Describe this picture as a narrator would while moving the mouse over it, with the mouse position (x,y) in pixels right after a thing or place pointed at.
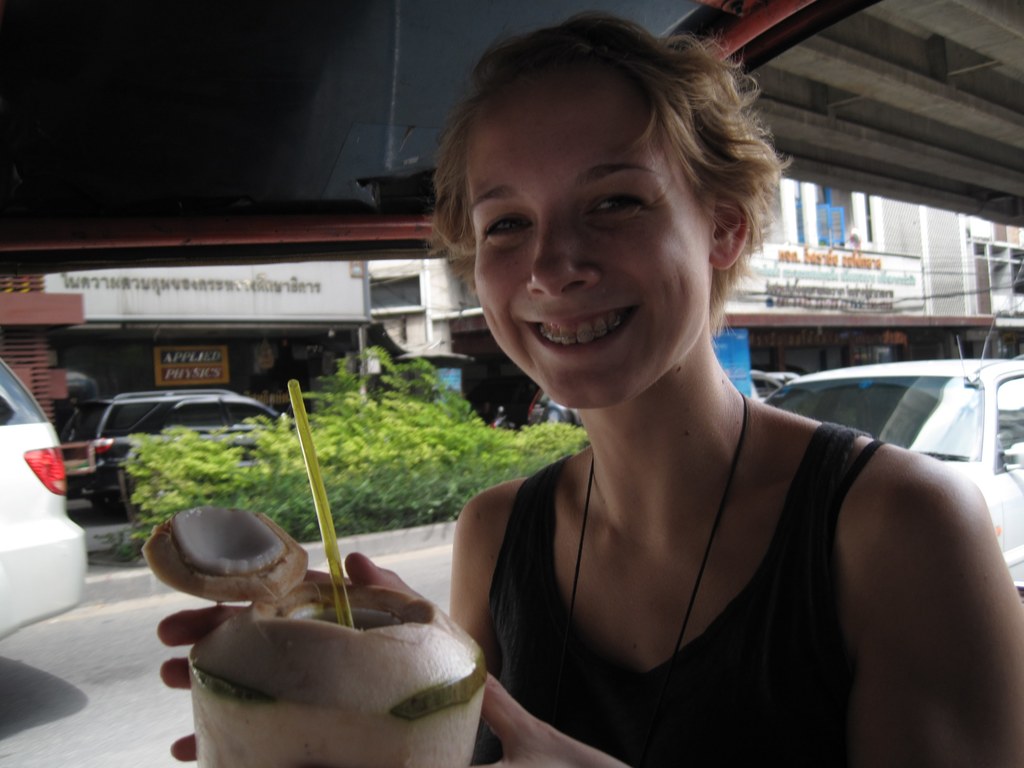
In this image we can see a lady (633,670) holding a tender coconut (407,685) with straw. In the back (130,429) there are plants (180,430) and vehicles (6,446). Also there are buildings (409,311) with name boards (264,309).
